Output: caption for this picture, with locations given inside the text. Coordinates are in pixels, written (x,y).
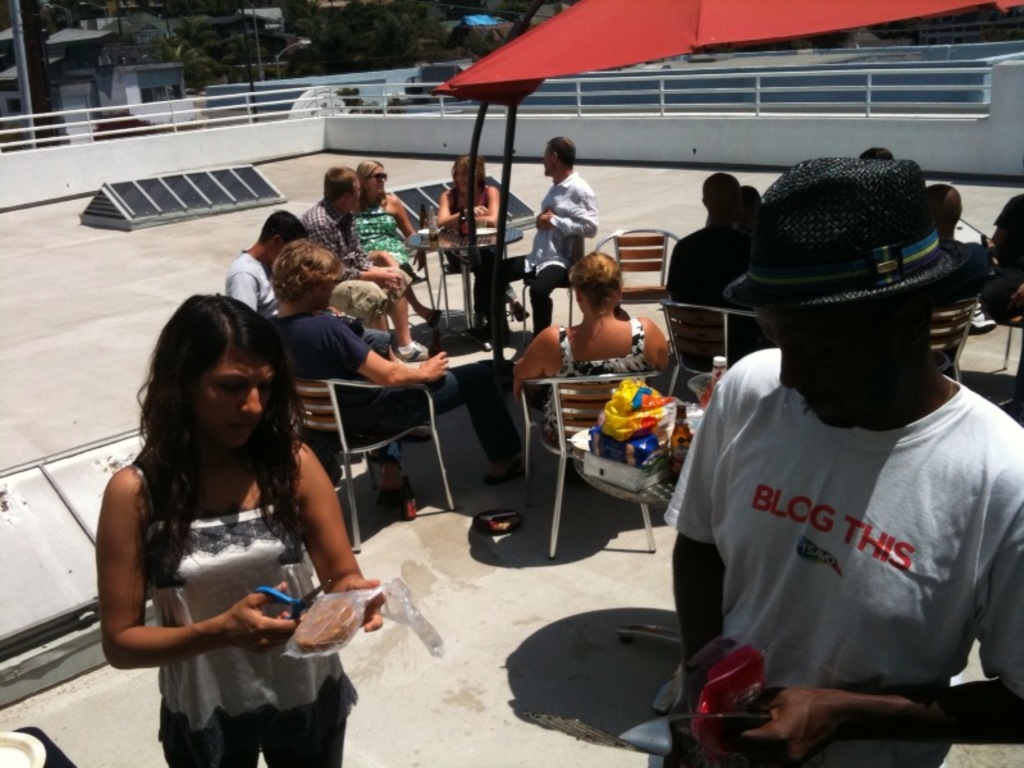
In the middle of the image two persons (955,659) standing and holding scissor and cutting. Behind them few people (384,246) are sitting on chairs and there are some tables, on the tables (518,235) there are some bottles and glasses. In the top right corner of the image (887,1) there is an umbrella (537,46). Behind the umbrella (500,66) there is fencing (924,80). Behind the fencing (987,85) there are some trees (99,3), poles (33,14) and buildings (921,98).
